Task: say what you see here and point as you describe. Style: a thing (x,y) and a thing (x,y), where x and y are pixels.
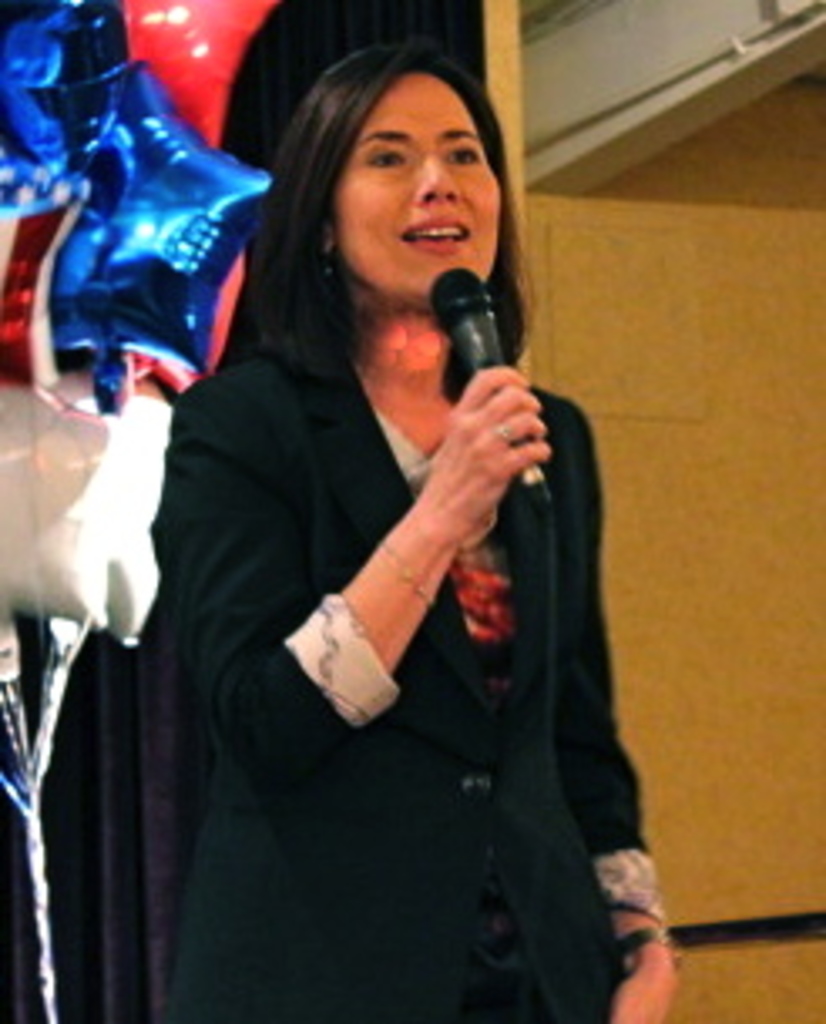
In this image, In the middle (284,455) there is a woman (278,607) standing and she is holding a microphone (469,306) and she is speaking in the microphone (479,312) and in the right side (730,686) there is a yellow color wall (742,425) and in the left side (166,178) there are some blue color objects (106,148).
